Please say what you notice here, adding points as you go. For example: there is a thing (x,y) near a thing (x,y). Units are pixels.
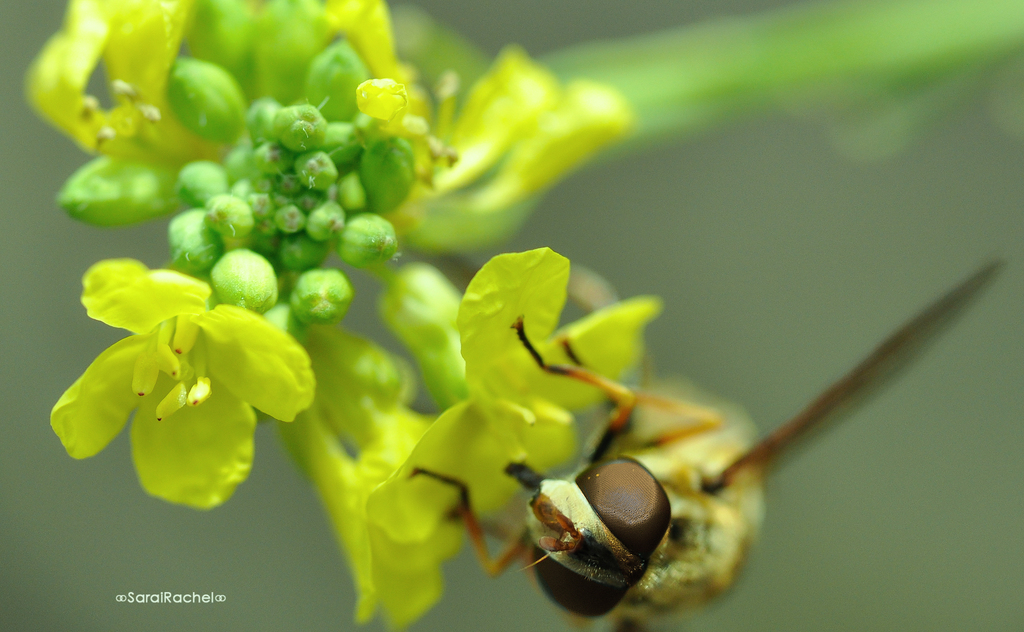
In this image we can see an insect (622,458) on the flower (473,336). We can also see the buds (196,189) and the background (884,484) is not clear. In the bottom left corner (162,603) we can see the text (212,599).
